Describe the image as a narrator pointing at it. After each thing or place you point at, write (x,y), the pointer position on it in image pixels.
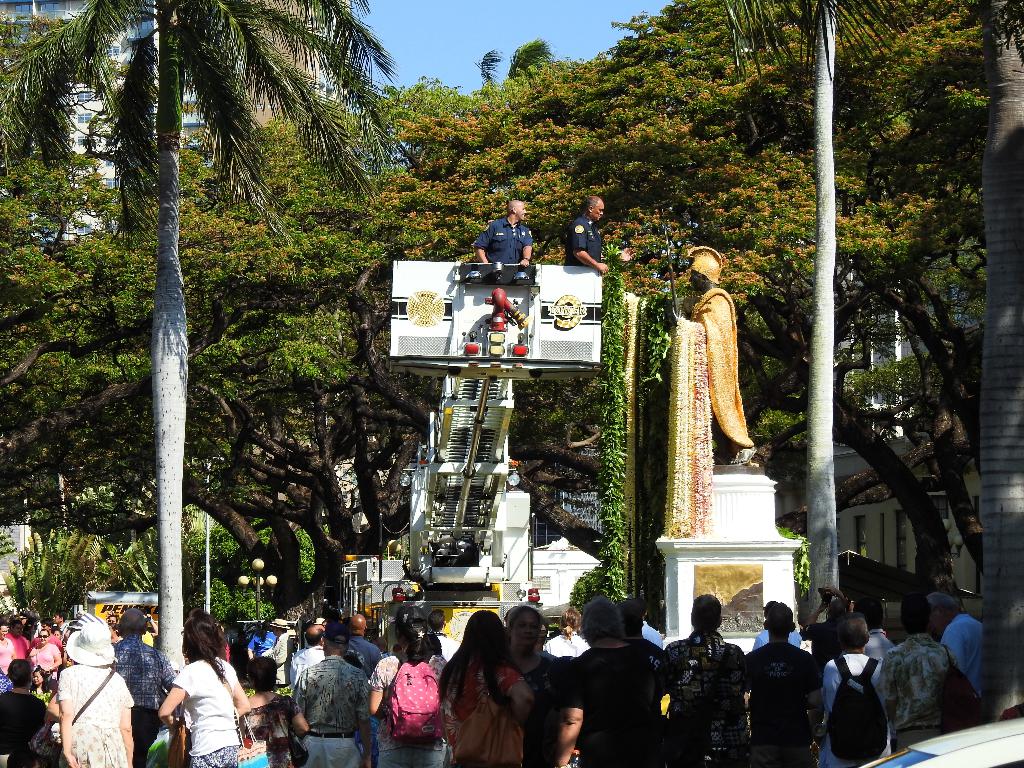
In this picture I can see group of people (505,667) standing, there are vehicles (1011,726), there is a statue (756,534) of a person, there are garlands (705,380), there are lights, trees (913,212), there is a building (961,597), and in the background (446,53) there is sky (444,19).
